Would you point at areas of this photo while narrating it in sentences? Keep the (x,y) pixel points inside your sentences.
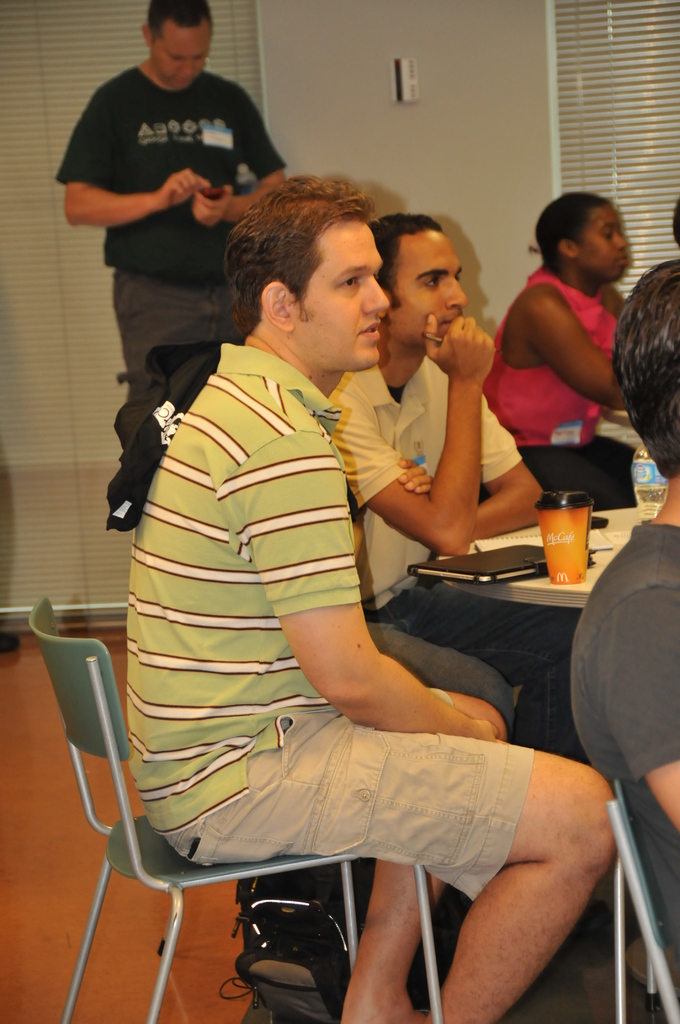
In this image i can see few persons (341,615) sitting on chair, there are few papers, glass (545,520), bottle (644,456) on a table (555,596) at the back ground (195,215) i can see a man (220,164) standing and a wall (323,97).
